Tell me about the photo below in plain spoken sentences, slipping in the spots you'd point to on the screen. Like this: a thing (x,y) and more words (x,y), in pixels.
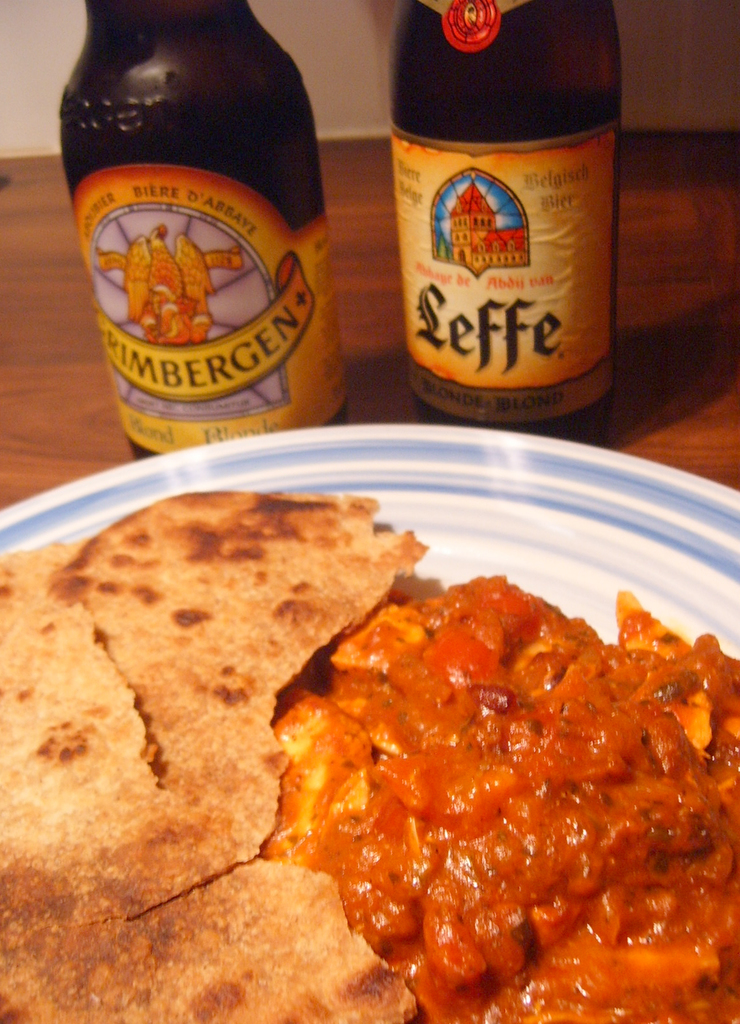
This image consists of food (498,778) kept on a plate (446,506). The plate (457,500) is kept on a wooden table (695,410) along with the two bottles (315,265) of beer (416,277). The table (385,275) is made up of wood (363,277).
